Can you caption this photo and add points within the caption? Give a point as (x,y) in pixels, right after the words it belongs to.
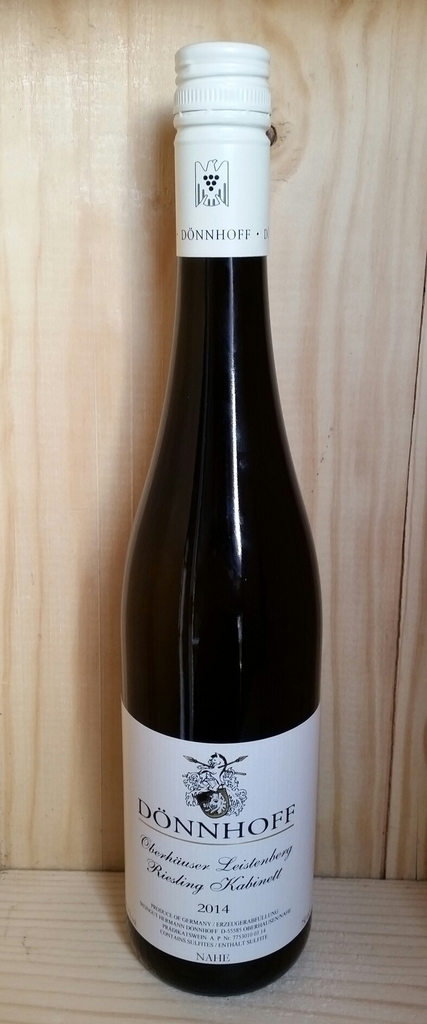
This image consists of a bottle (275,398). It is in black color. This looks like a wine bottle (201,698).
